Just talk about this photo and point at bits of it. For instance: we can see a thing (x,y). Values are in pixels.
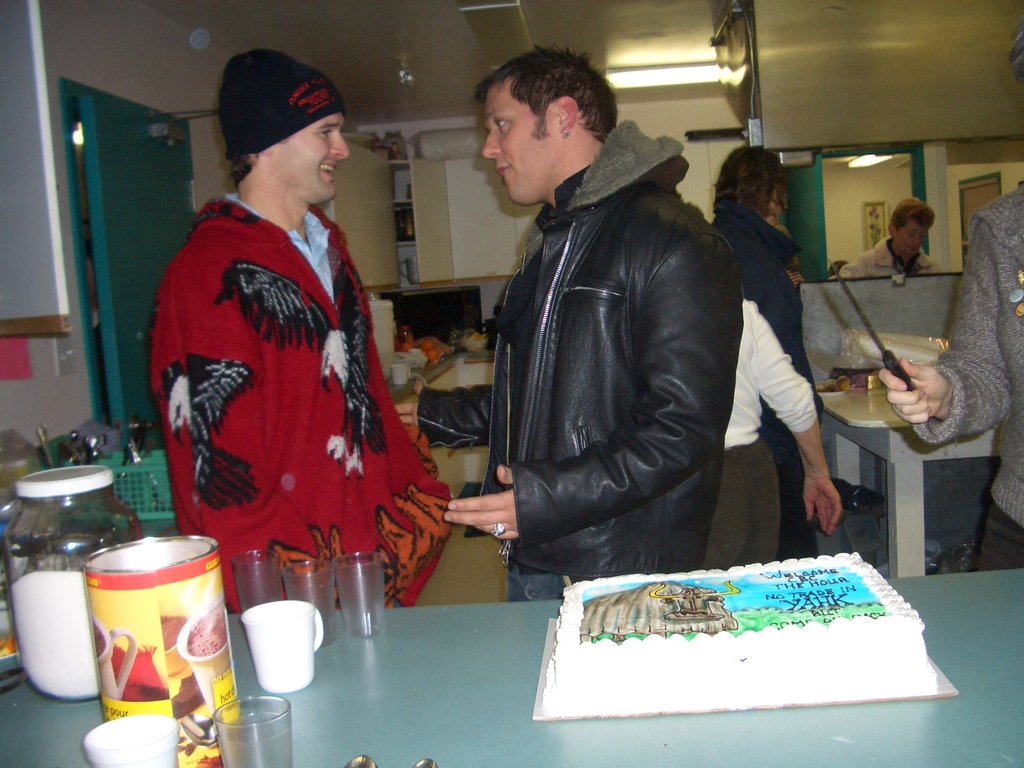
In this image I can see a cake (839,680), glasses (368,629) and other items (168,632) in the front (133,593). People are standing and there are lights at the top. There are doors (151,206).
